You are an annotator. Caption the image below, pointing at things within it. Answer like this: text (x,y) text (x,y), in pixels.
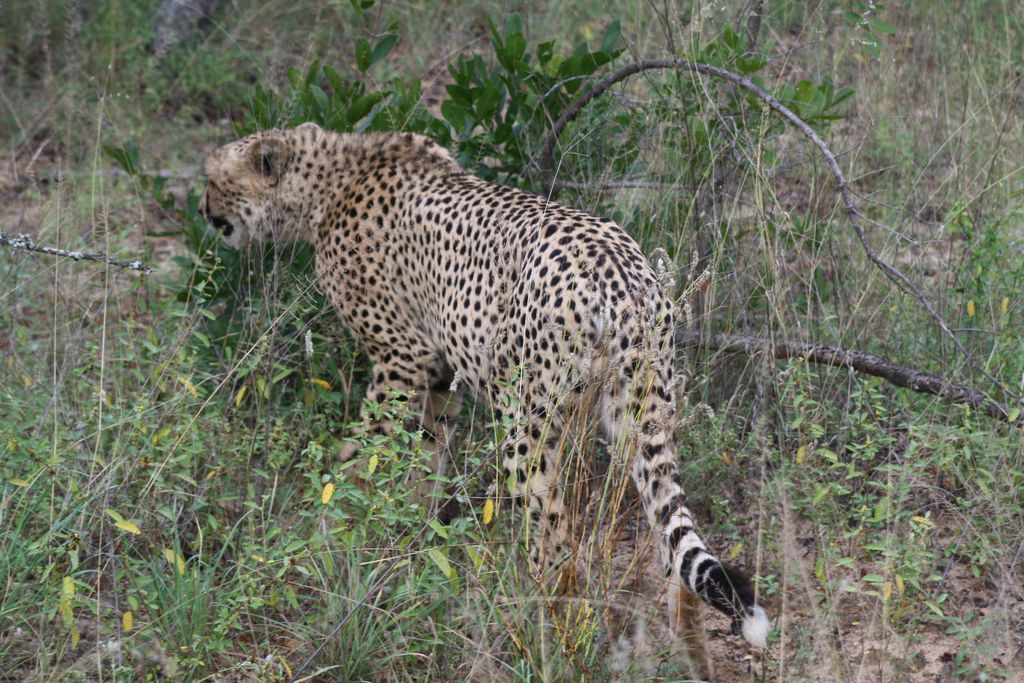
In this image we can see a cheetah (500,192) on the ground (625,591). Here we can see the grass (1019,302) and plants (695,44).
